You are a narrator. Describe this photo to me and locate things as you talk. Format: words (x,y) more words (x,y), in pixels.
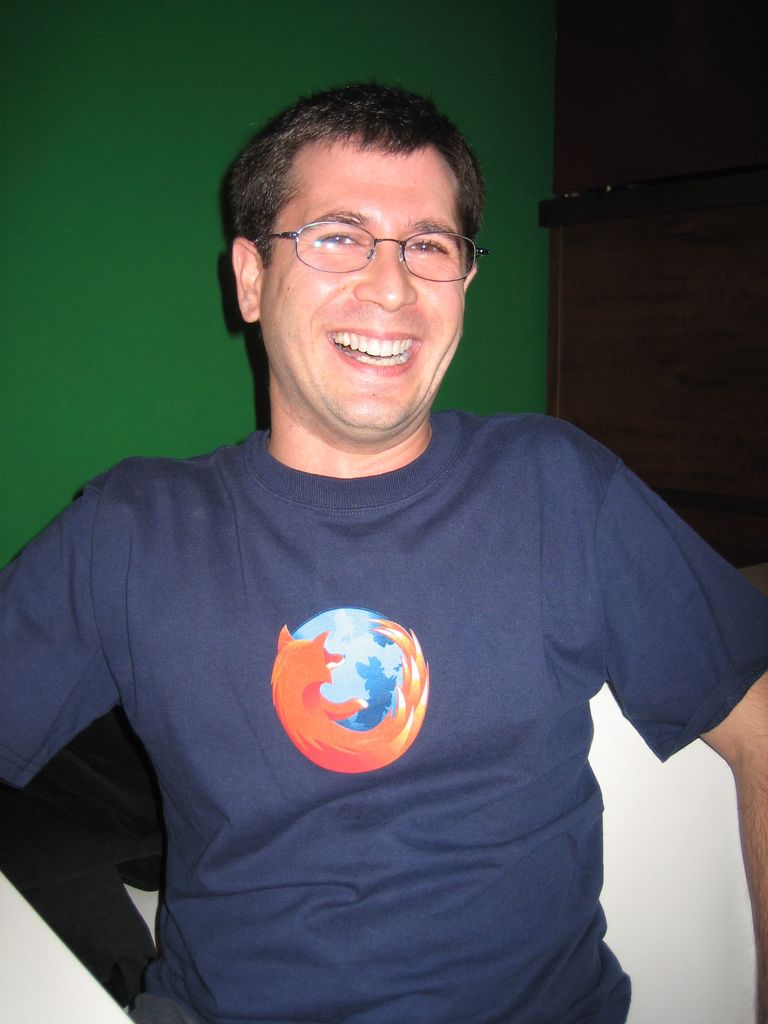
In the front of the image (431,540) I can see a person (491,763) is smiling and wore spectacles (404,252). In the background of the image (644,143) there is a cupboard (636,156) and green wall (488,145).
